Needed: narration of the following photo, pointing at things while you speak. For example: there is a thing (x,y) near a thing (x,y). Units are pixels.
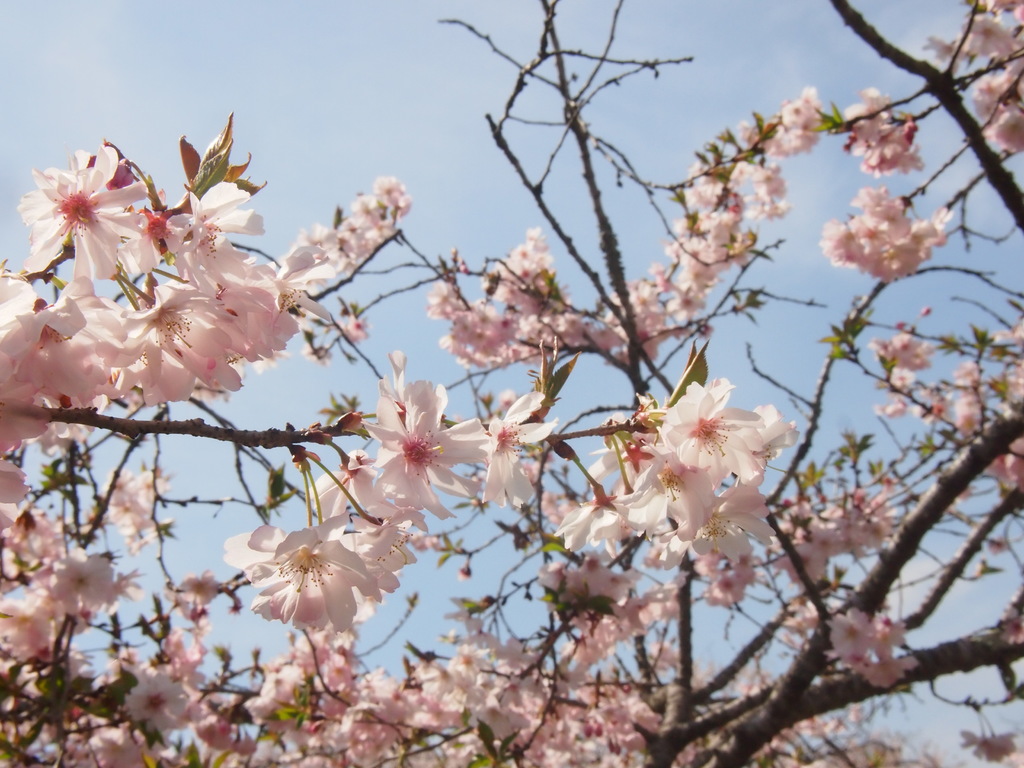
In the middle of the image (661,415) we can see some trees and flowers (978,409). Behind them there is sky (348,150).
